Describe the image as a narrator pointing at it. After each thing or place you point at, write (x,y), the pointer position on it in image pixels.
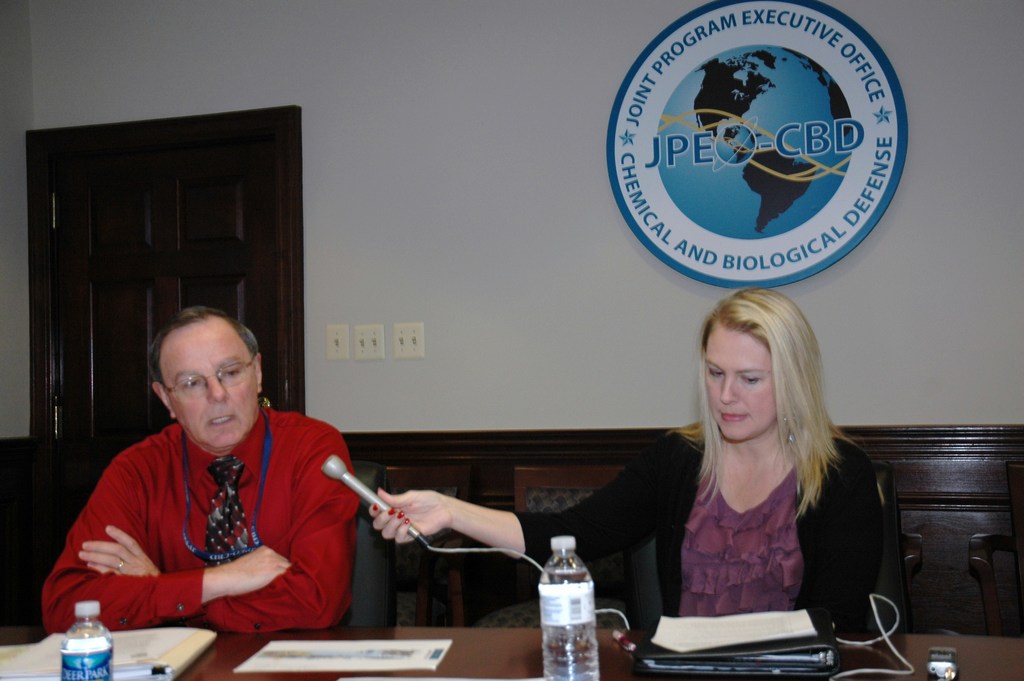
In this picture, we see the man (290,456) and the woman (682,442) are sitting on the chairs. The woman (647,512) is holding a microphone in her hand (427,488) and the man (198,502) is talking on the microphone (347,473). In front of them, we see a table (423,637) on which files (150,640), papers (335,650), water bottles (575,641) and a cable (870,670) are placed. Behind them, we see a wall (527,369) in white and brown color and we see the logo (675,133) of the organisation is placed on the wall (552,183). On the left side (211,220), we see the brown door (109,329).
